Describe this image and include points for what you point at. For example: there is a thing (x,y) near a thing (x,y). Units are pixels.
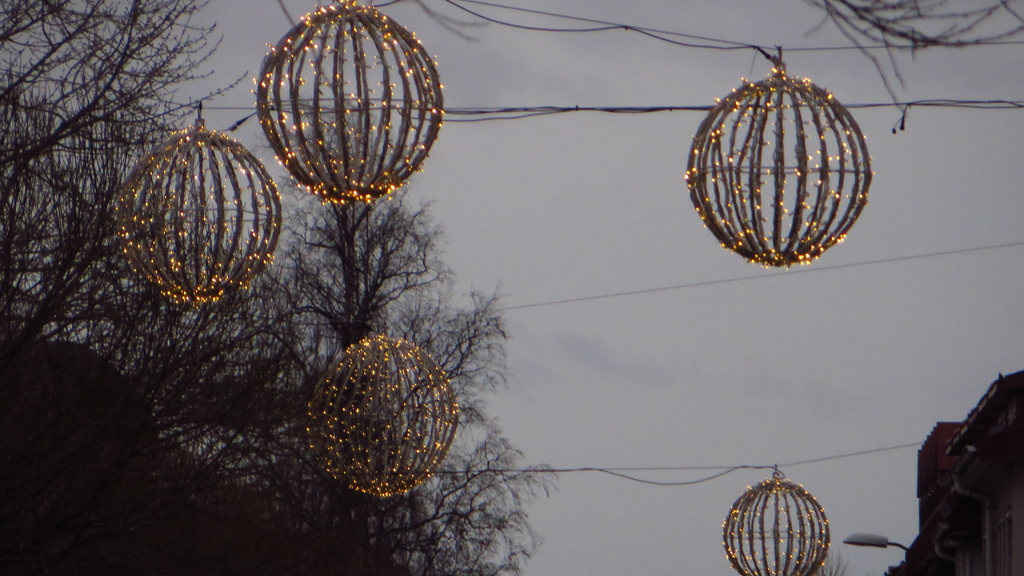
In this picture, it seems like lanterns (803,257) and wires (577,110) in the foreground (351,187), there are trees (400,293), houses (1003,406), pole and the sky (627,303) in the background (745,302).
